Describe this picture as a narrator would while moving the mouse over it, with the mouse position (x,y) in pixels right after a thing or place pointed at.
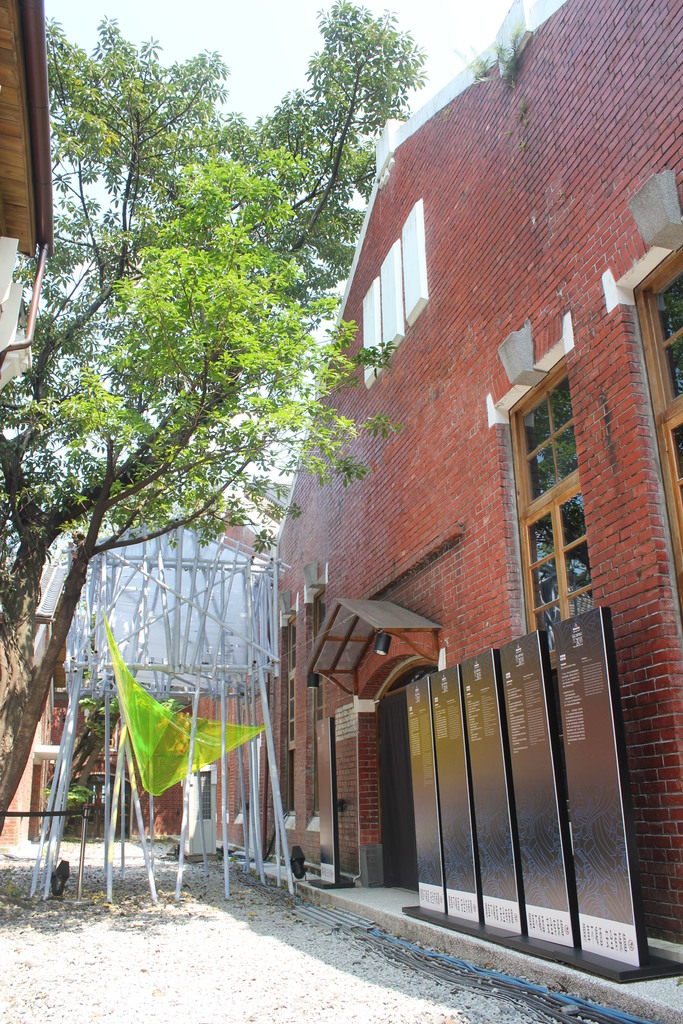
In this image we can see a building (460,459) with windows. We can also see some boards (438,771) with text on it, a tree (191,313), some poles (185,811) on the ground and the sky (258,23) which looks cloudy.
